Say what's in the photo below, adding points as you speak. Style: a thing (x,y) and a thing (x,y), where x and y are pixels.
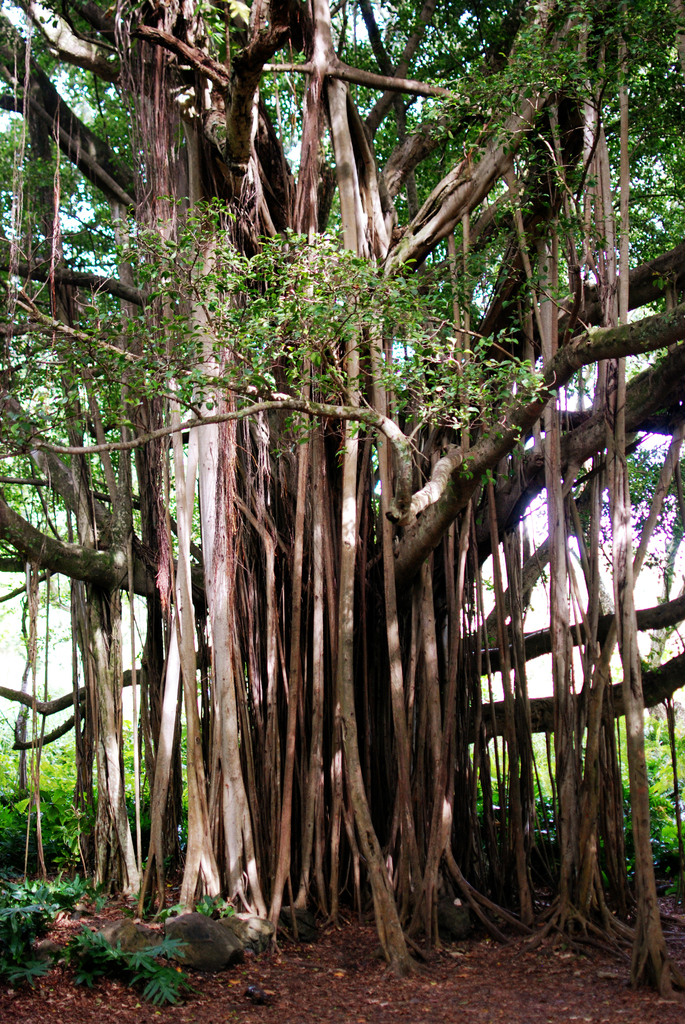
In this image we can see a banyan tree (425,426). We can also see the plants (656,735), stones (199,940) and also the dried leaves (286,989) at the bottom (227,978).
